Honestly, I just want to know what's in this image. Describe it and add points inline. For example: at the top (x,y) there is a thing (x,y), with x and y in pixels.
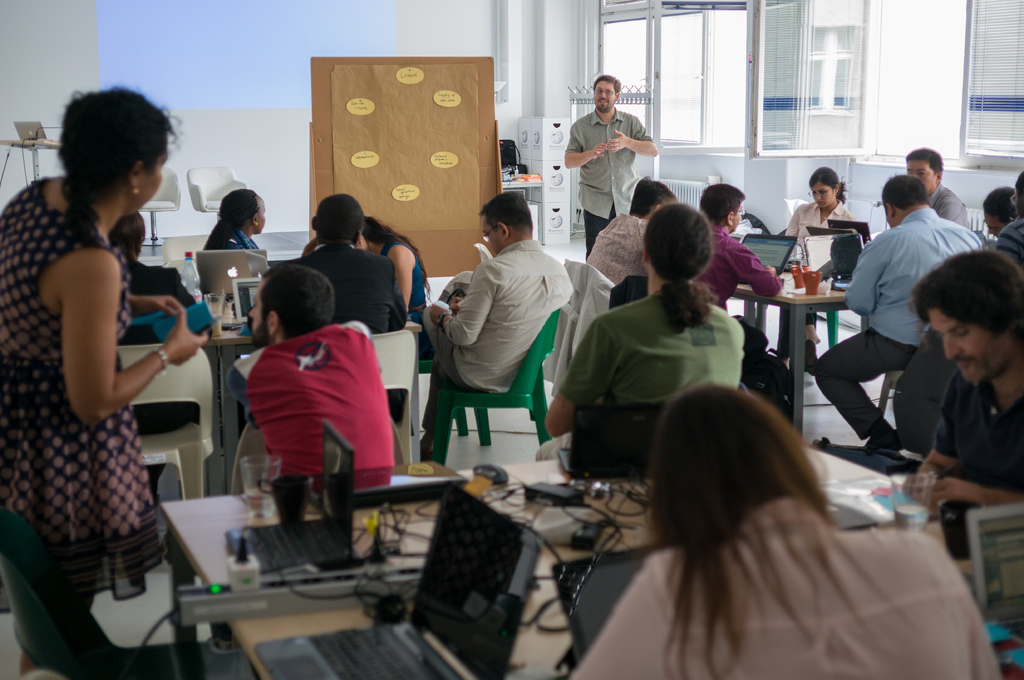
This picture consists of inside view of the building (513,111) in the foreground (304,422) there is a table (194,515), on the table (207,516) there are some laptops (333,503), power cables (369,571), glass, mouse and some persons (809,593) sitting around the table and there are few persons (900,240) sitting on chair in front of the table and some persons (2,300) standing at the top (283,130) there is the wall (33,42), screen (201,55), window (753,62) and a board (464,140), persons (614,146) visible beside the board (429,173) in the middle (619,227).
